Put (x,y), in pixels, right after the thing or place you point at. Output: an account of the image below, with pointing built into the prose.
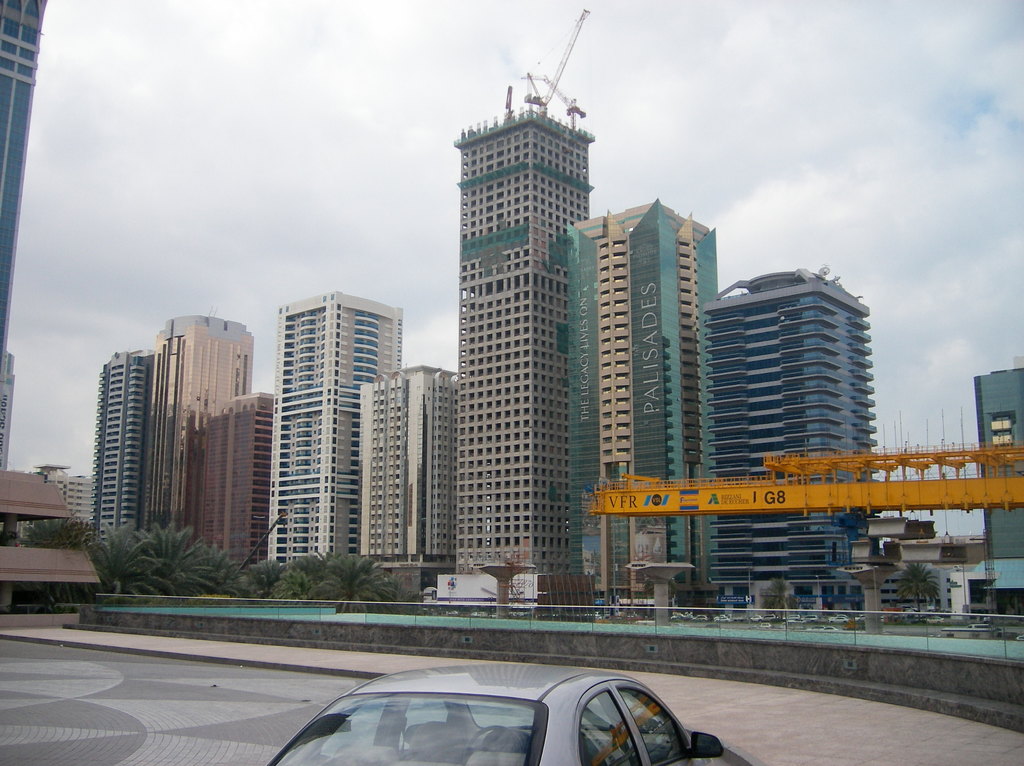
This picture consists of building (593,333), in front of the building (544,403) I can see bushes (54,537) and the wall (556,652) and at the bottom (420,694) I can see vehicle (503,726) and at the top (155,152) I can see the sky (861,109) and on the right side (959,455) I can see yellow color crane part (856,491).
